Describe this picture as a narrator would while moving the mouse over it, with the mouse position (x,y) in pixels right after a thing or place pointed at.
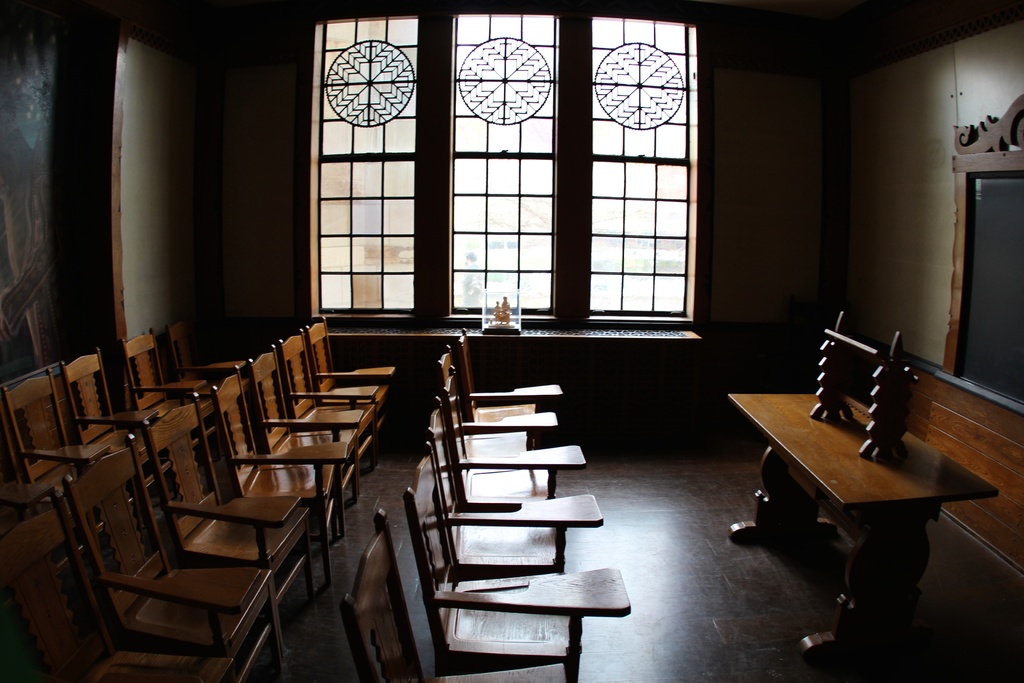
In this image on the left side (110,446) there are some chairs (226,532), and on the right side (816,496) there is a table (804,511) and a board (1011,355). And in the center (568,267) there are windows (499,81) and wall (91,242) and also in the center (494,300) there is one glass box (490,313). In the box (492,309) there is one statue (499,303), at the bottom (643,577) there is floor (677,488).
